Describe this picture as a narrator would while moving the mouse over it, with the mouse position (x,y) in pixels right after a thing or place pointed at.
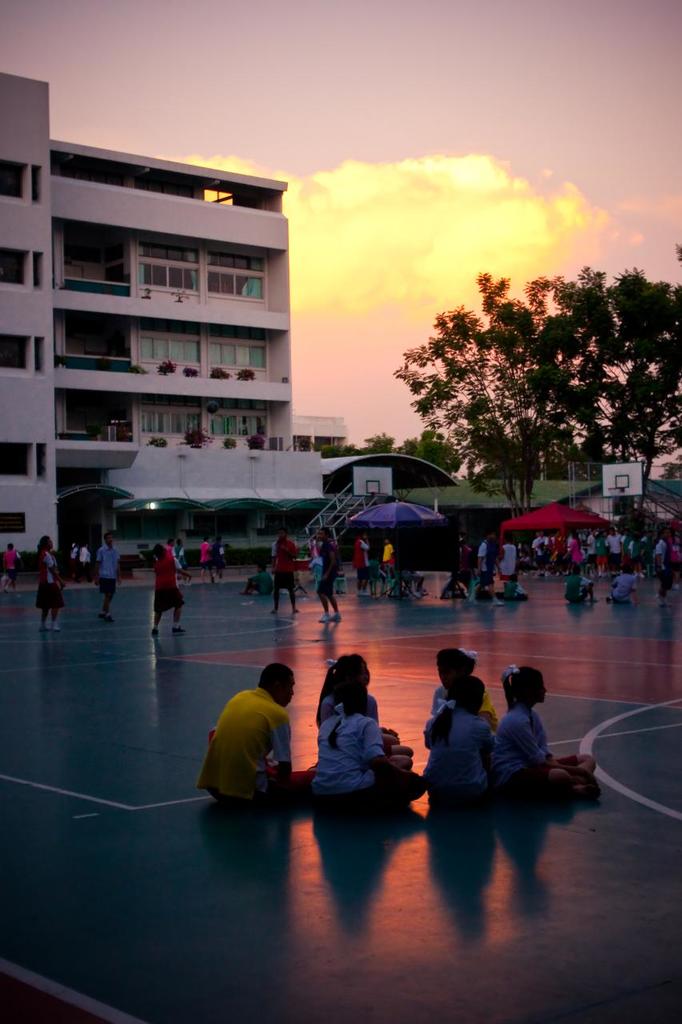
In this image we can see children (274,572) standing on the floor (226,620) and some are sitting on the floor (360,641). In the background (426,417) there are parasols (387,509), sheds (397,475), buildings (241,439), trees (485,414) and sky (419,182) with clouds (383,297).
